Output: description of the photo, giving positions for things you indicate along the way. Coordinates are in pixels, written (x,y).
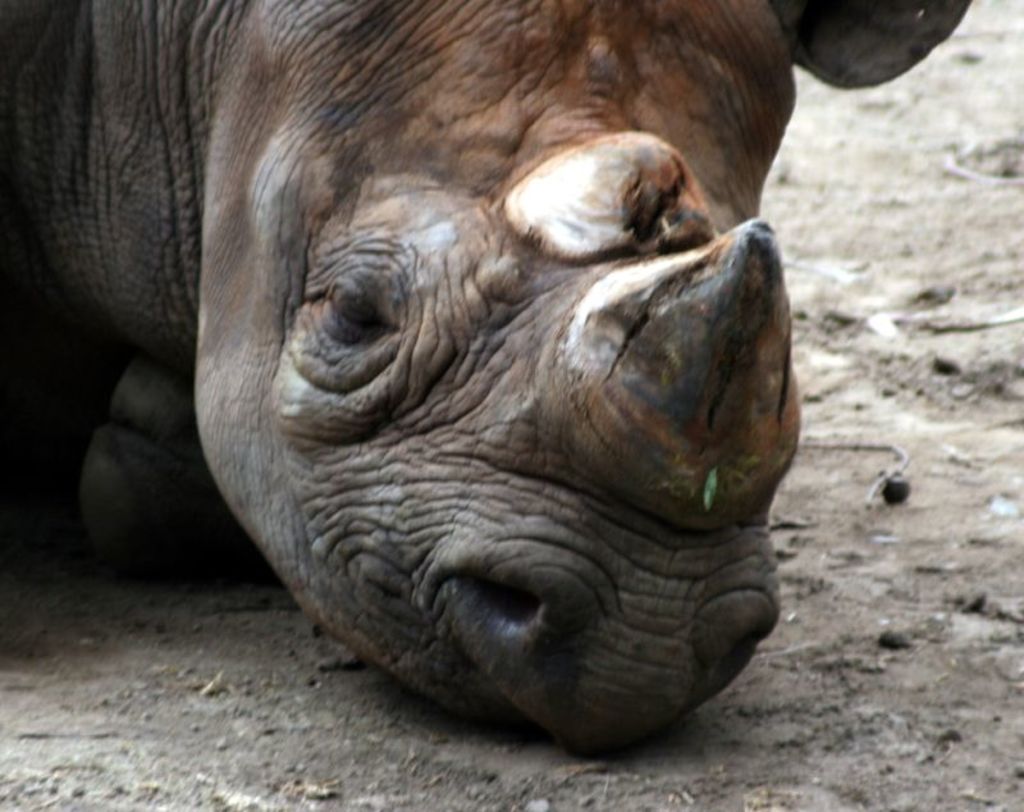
In the center of the image (510,386) there is a rhino (522,628). At the bottom of the image (473,750) there is ground (897,744).
